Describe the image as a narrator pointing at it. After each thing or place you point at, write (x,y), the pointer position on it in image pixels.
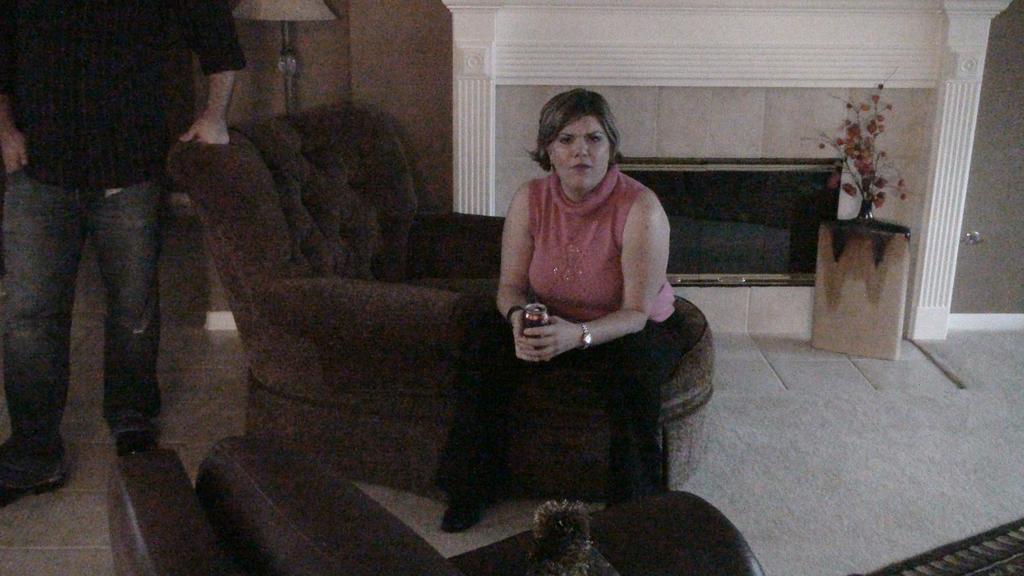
In this picture I can see there is a woman (546,256) sitting on the couch (340,324) and there is a man (62,170) standing on the left side (94,143), there is a wall (911,158) and a plant (874,185) in the backdrop (877,165).
